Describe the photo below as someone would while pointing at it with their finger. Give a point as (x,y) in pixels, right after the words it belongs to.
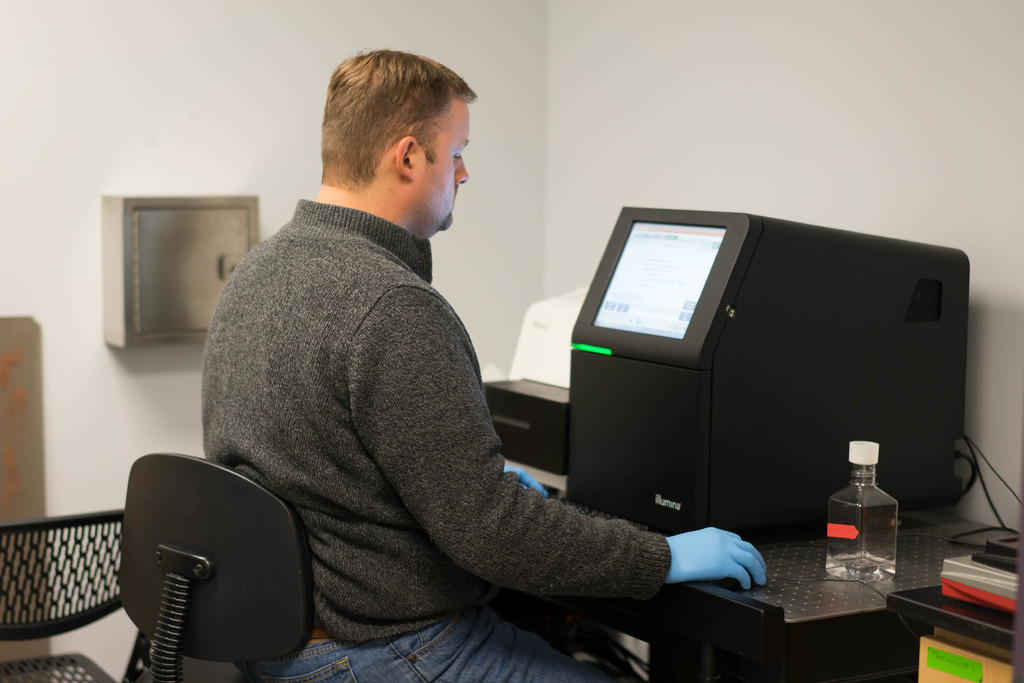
In this picture there is a man (335,350) who is wearing sweater (337,499), jeans (499,669) and gloves (694,551). He is sitting on the chair (217,616). He is looking to this screen (676,283). On the table (795,553) we can see a bottle (848,523), mouse (756,593), screen (670,325), machine (646,397) and other objects (550,433).
